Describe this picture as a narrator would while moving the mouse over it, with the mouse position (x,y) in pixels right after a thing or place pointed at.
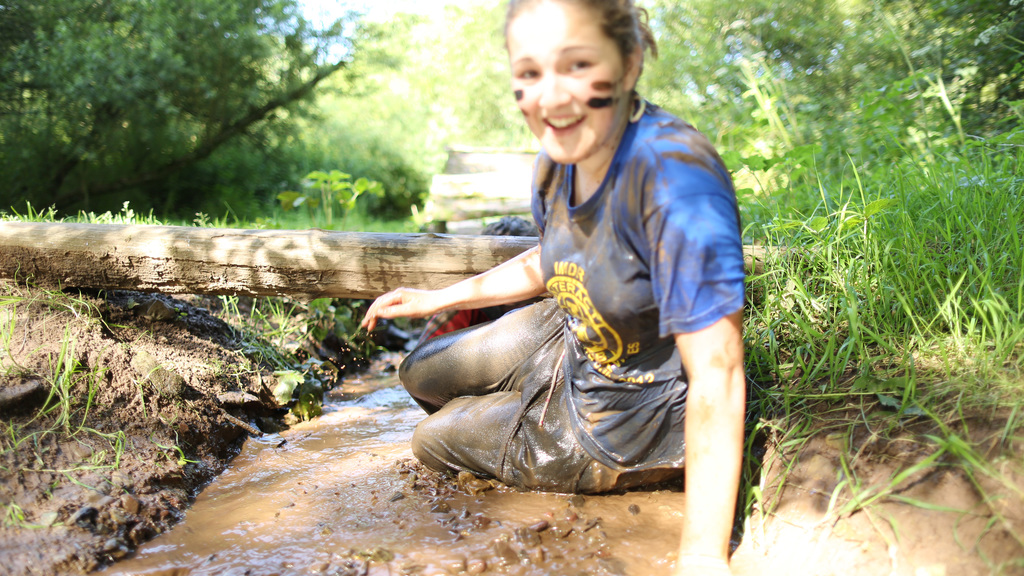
In this image a lady (575,218) is sitting in the mud (281,527). On the ground (407,397) there is mud (394,402). In the background (331,171) there are wood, trees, grasses (880,189) and plants (347,182). The lady (550,73) is smiling.
